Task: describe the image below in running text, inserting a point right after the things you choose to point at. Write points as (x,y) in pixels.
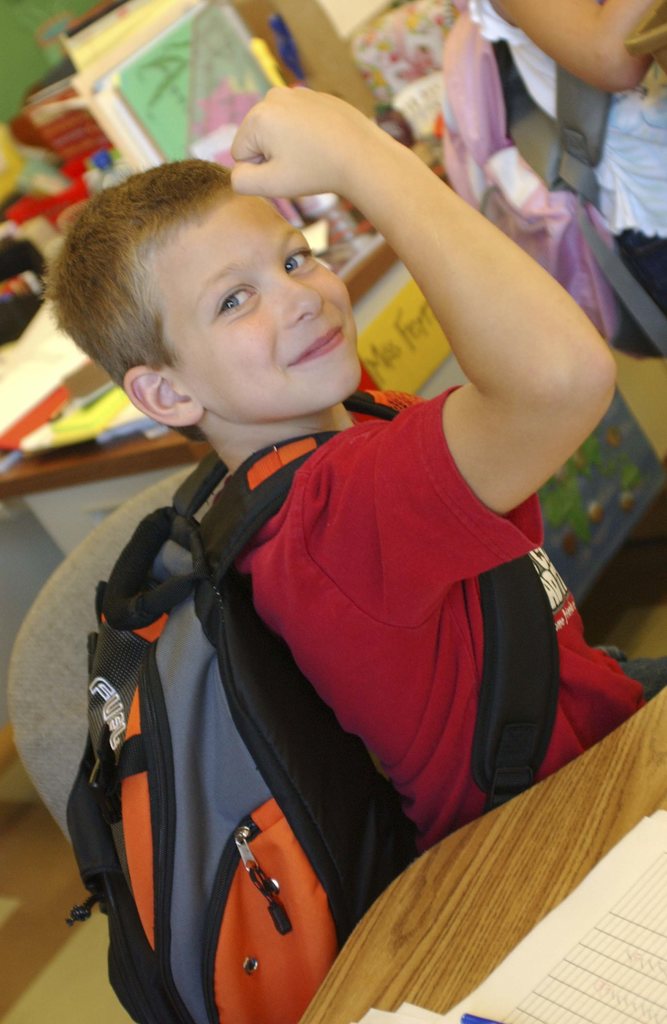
In this image I can see a boy (422,612) wearing red t shirt (391,590) and bag (211,725) is sitting on a chair (72,699). I can see a table (523,885) and few papers (659,847) on it. In the background (68,423) I can see another table (117,438) with few objects (37,153) on it and a person (534,59) wearing a bag (546,142).
